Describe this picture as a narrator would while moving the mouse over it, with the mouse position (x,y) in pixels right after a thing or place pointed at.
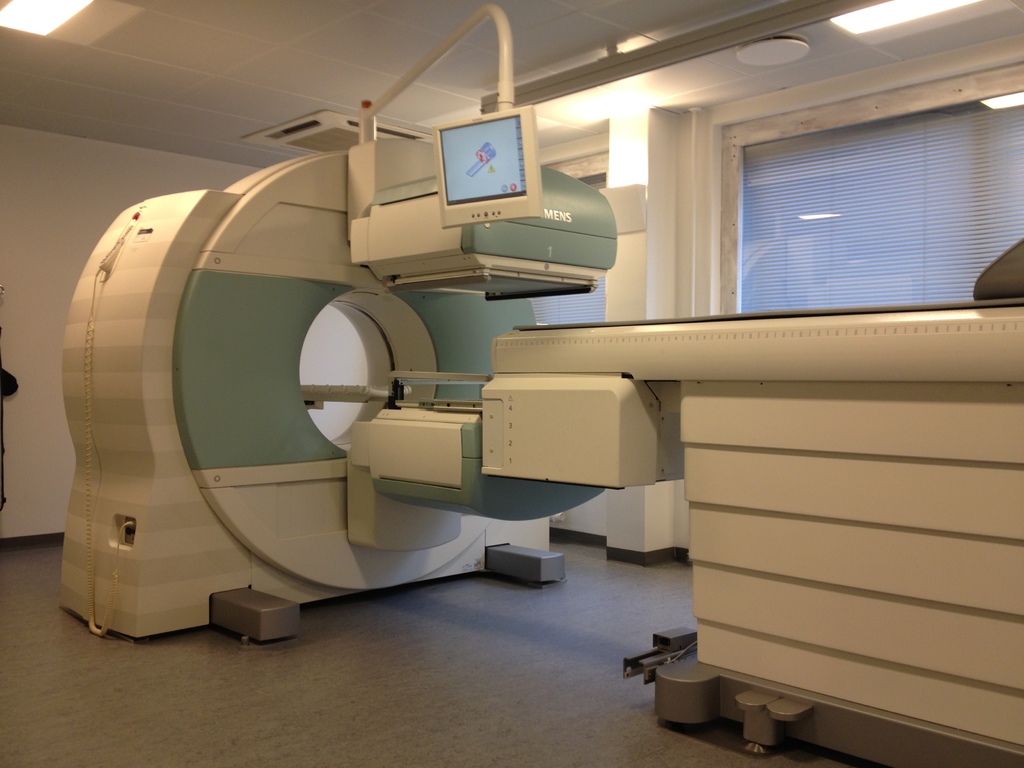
In this picture i can see the MRI machine (665,431). At the top (506,195) there is a screen (462,202). On the right (870,208) i can see the window blind (906,217). In the top right (744,58) there is a speaker (773,60), beside that i can see the tube lights (882,19).
